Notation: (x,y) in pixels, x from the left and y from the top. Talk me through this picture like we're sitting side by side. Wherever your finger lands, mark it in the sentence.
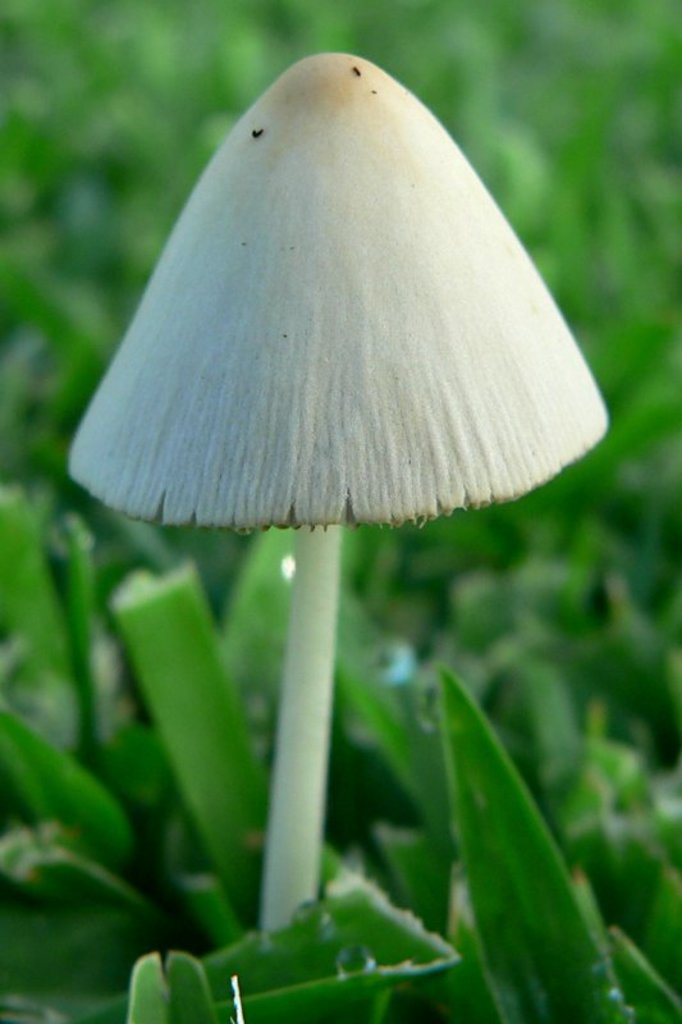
In this image we can see a mushroom (341,523). Also there are leaves (400,780). In the background (587,152) it is green and blur.
